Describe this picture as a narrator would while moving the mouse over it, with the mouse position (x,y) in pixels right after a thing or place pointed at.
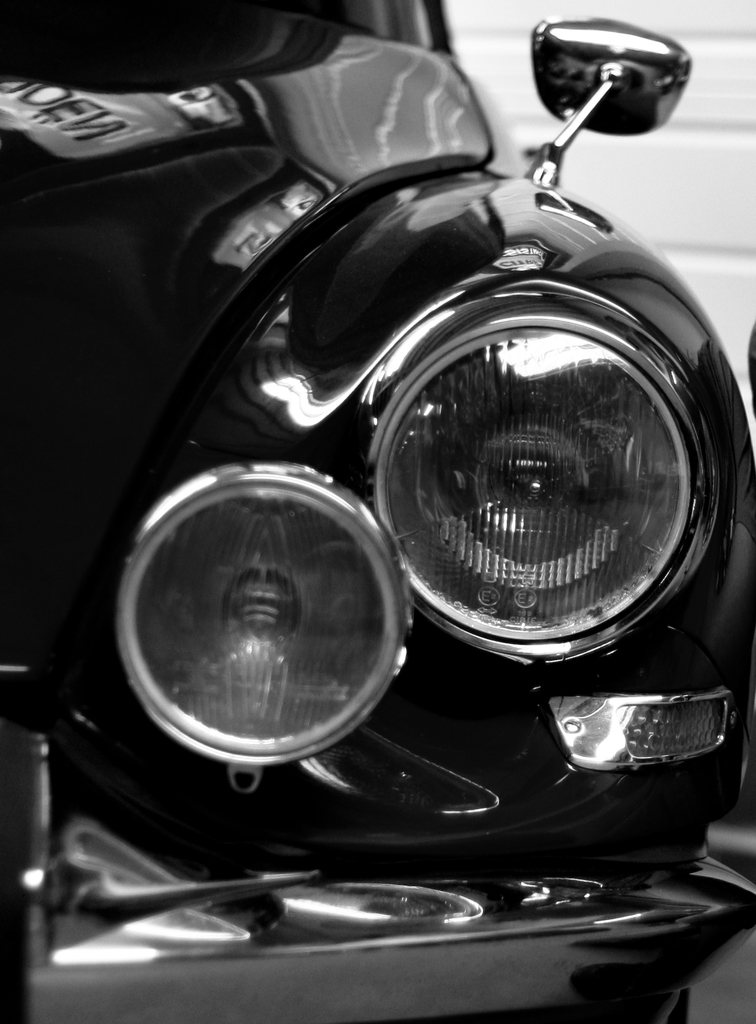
In this picture I can see a car (514,238) and I can see headlights (371,686), front bumper (287,972) and a side mirror (562,151) and looks like a wall (590,161) in the background (590,161).
